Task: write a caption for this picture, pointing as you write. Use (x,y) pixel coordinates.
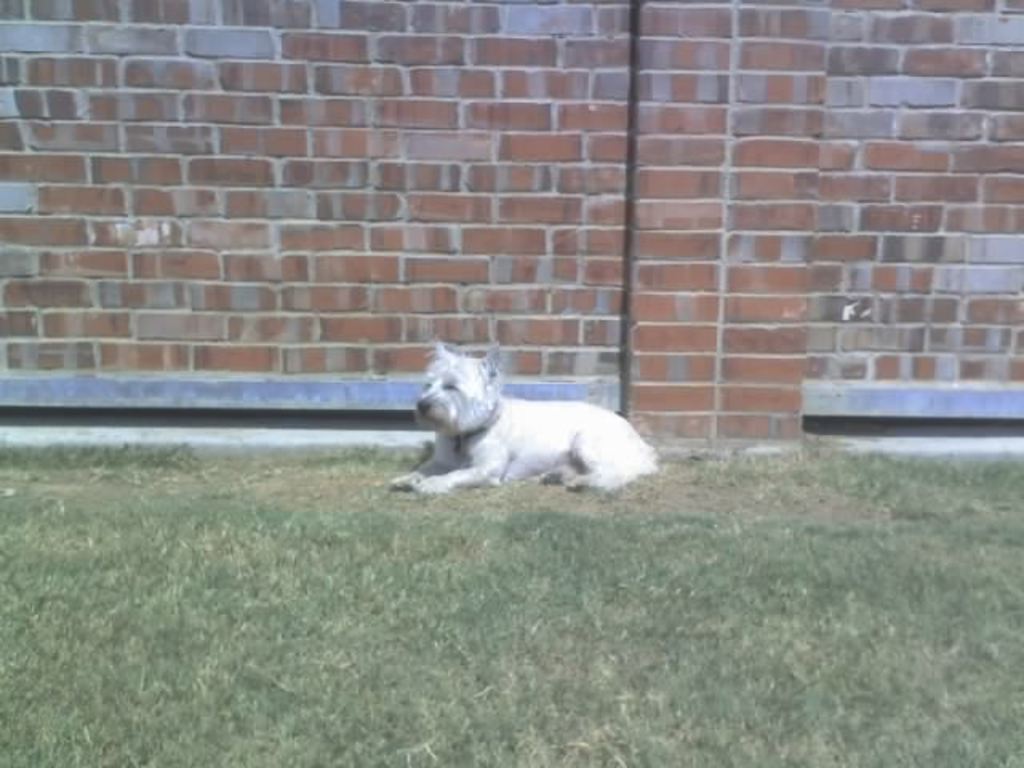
There is a white dog (438,417) on the grass (589,615). In the background (334,128) there is a brick wall (596,127).
